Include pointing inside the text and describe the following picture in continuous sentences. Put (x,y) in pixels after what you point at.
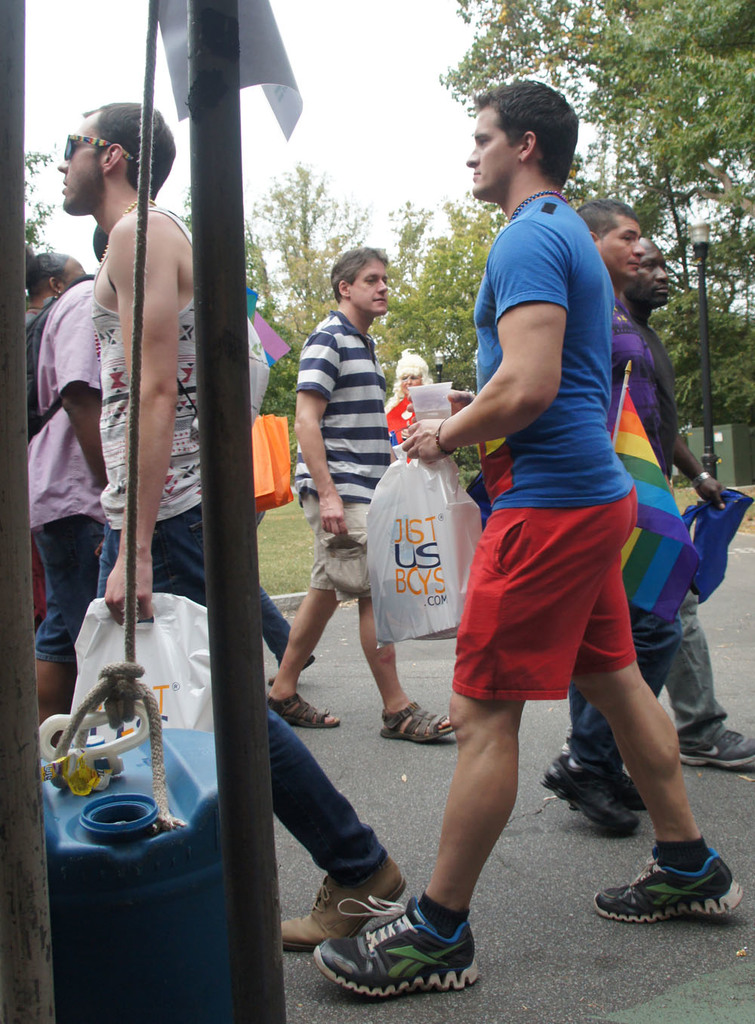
In this image, we can see a group of people (561,500) are on the road (355,763). Few people (551,500) are holding some objects (112,735). On the left side of the image (179,761), we can see poles (220,773) and barrel (137,777) tied with rope (162,749). In the background (727,453), we can see grass (300,536), trees (682,420), box (732,467) and sky (416,146).
